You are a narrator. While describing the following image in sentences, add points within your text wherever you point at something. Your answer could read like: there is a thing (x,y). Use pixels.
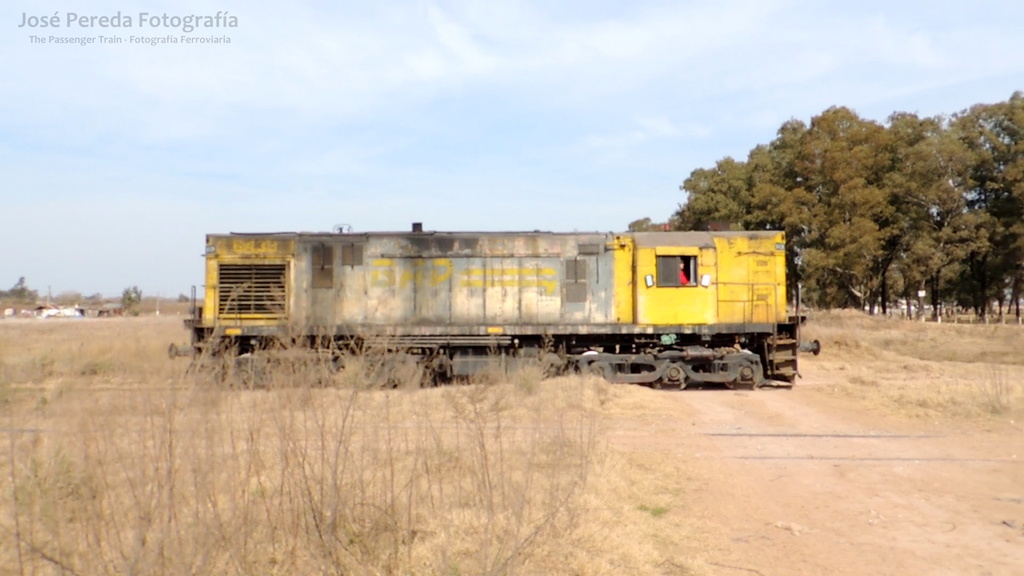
In this picture there is a train (564,263) and there is a person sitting inside the train (669,306). At the back (982,239) there are trees (927,228). On the left side of the image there is a shed (52,317) and there are poles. At the top (363,142) there is sky (392,135) and there are clouds (442,65). At the bottom (608,466) there is mud (754,520) and there is grass (594,540) and there is a railway track (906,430). At the top left (204,43) there is a text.
